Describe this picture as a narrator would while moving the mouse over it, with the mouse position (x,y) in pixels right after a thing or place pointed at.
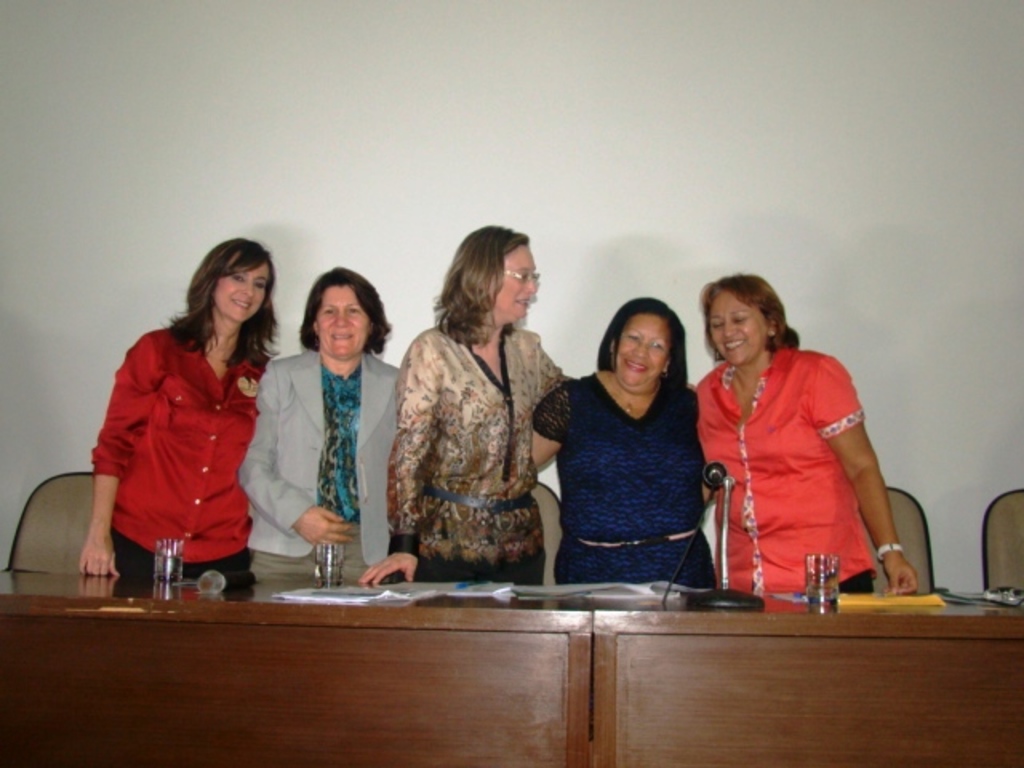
In this image, we can see people (639,401) standing and some are wearing glasses (650,352). At the bottom (687,593), there are papers (674,589), a mic (723,557) with a stand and we can see glasses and some other objects (204,578) on the table (241,632) and there are chairs (910,516). In the background (470,191), there is a wall (301,126).
